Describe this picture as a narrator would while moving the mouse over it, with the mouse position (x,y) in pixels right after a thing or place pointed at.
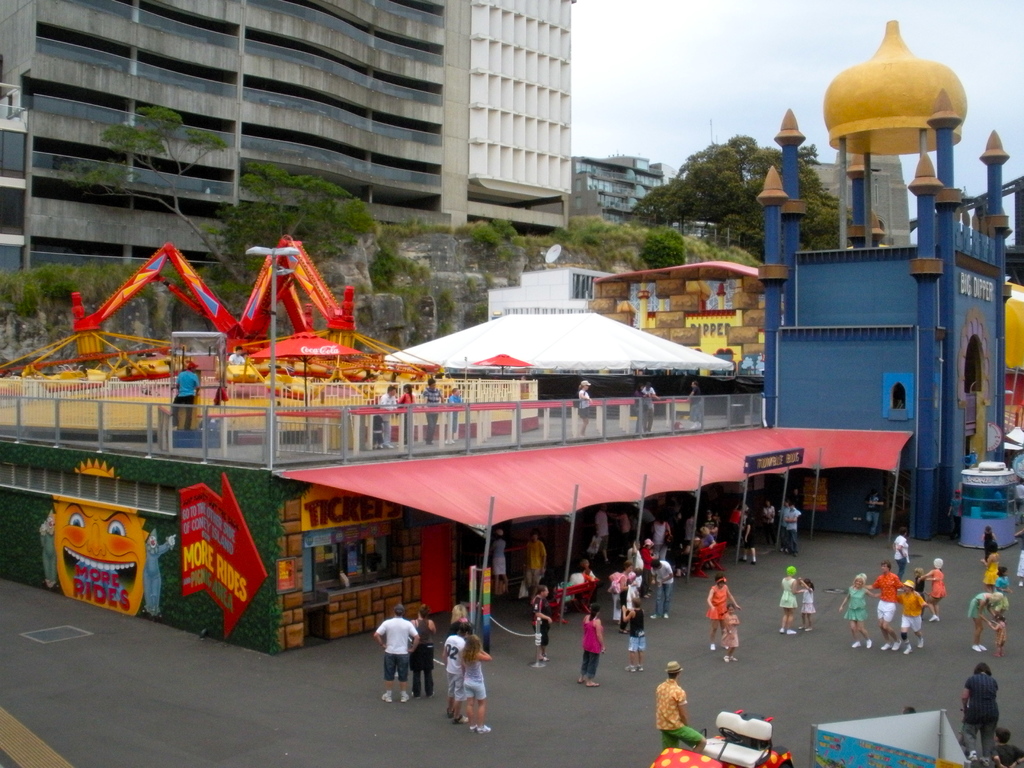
At the bottom of the image (401,629) few people (897,541) standing and walking. Behind them there are tents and there is a playstation (869,416). Behind the playstation (510,422) there are some trees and buildings (256,120). At the top of the image (672,131) there are some clouds (604,104) and sky (1019,49).
